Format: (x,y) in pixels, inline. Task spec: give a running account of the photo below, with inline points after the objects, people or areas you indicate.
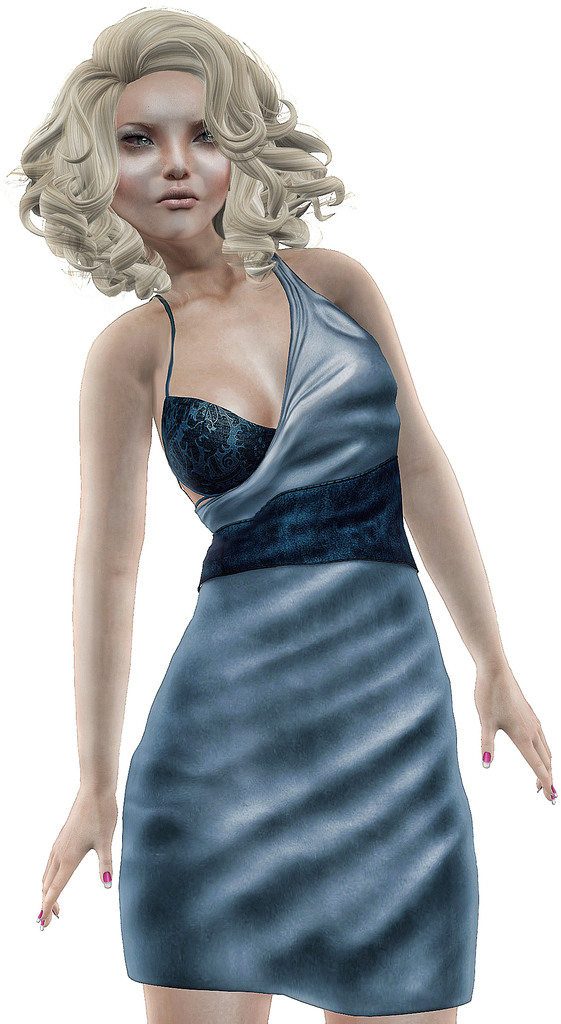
In this picture I can see the depiction image of a woman (110,651) and I see that, she is wearing blue color dress (190,479) and I can see the white color background (150,574).
